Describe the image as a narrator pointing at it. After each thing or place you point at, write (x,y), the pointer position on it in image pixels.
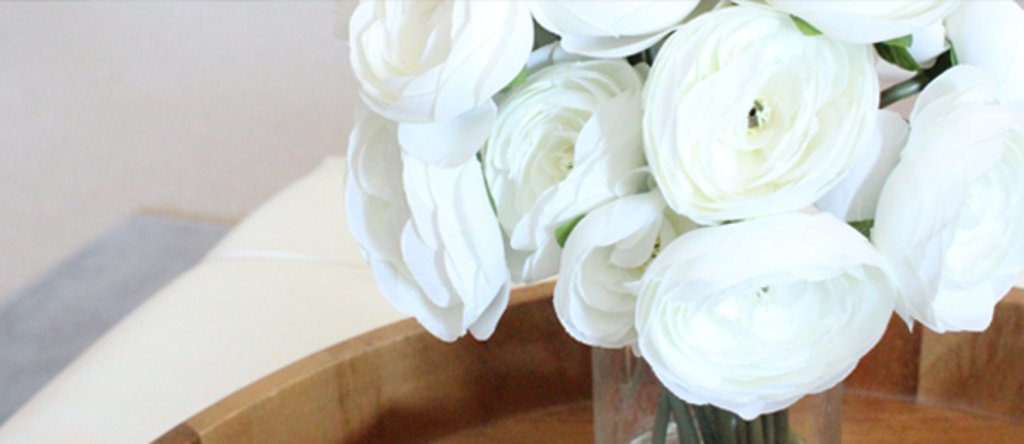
In the image there are white flowers (734,213) in a wooden bowl (901,370) and on left side (218,194) its floor (154,126).
